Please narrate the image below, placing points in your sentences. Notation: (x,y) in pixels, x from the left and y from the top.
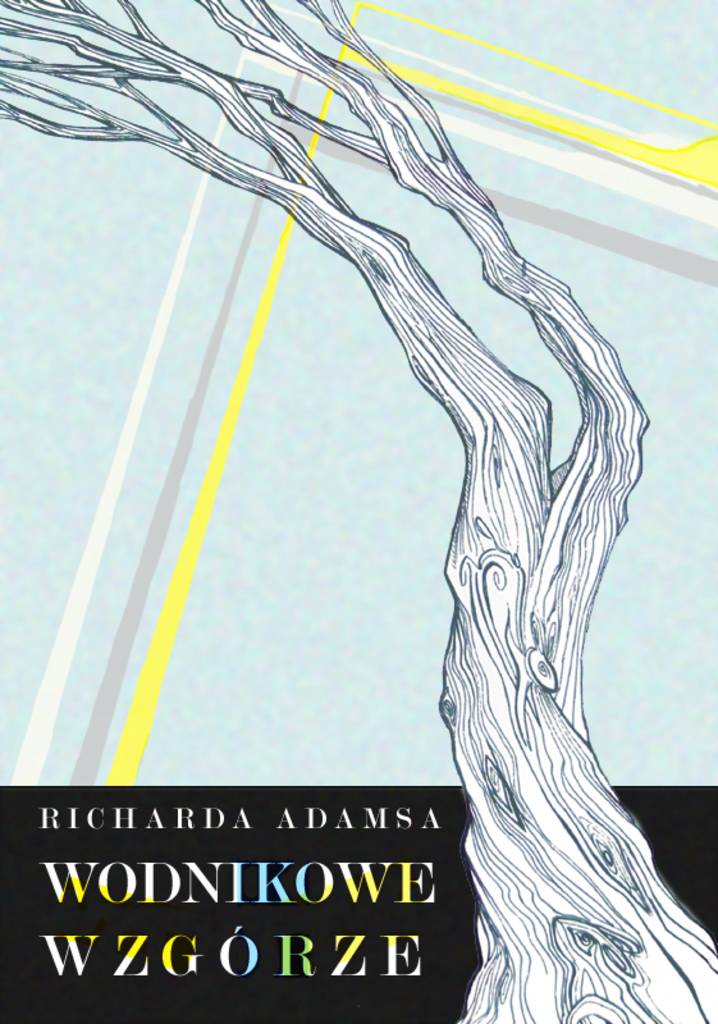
In this image I can see a painting (322,443).
